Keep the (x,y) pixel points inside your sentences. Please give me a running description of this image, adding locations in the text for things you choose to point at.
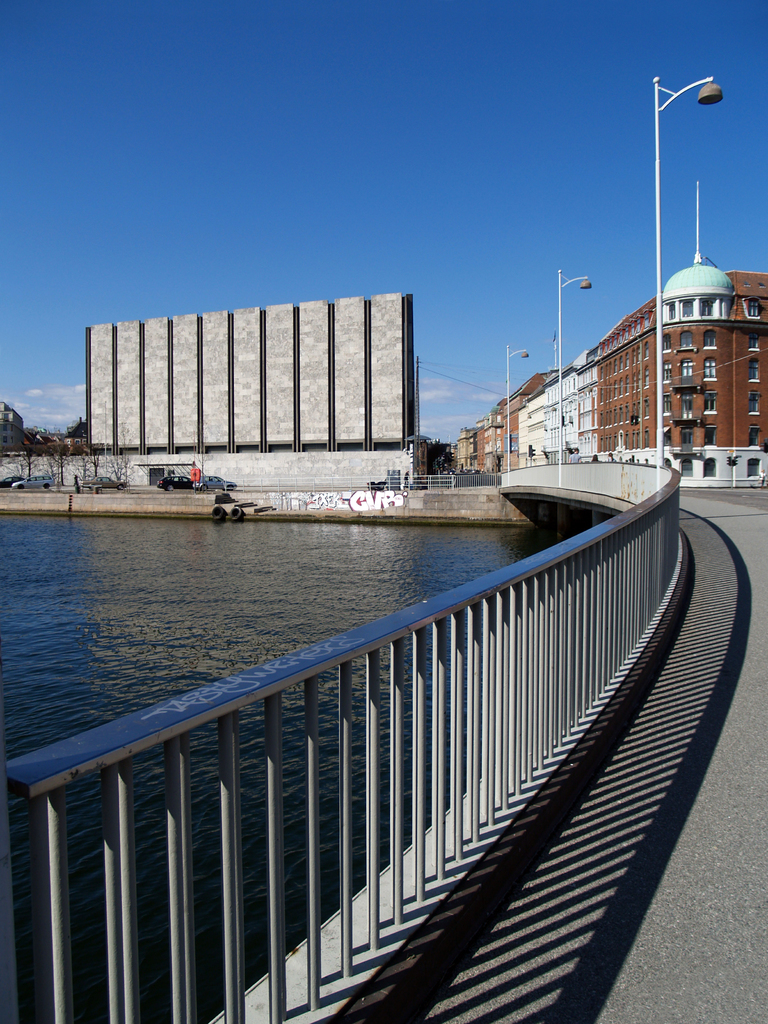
This image is clicked on the road (631,878). Beside the road (655,844) there is a railing (514,638). Behind the railing (485,696) there is the water (178,603). In the background (654,426) there are buildings (600,366) and street light poles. There are vehicles (174,485) moving on the road (144,485). At the top (364,146) there is the sky (366,187).
